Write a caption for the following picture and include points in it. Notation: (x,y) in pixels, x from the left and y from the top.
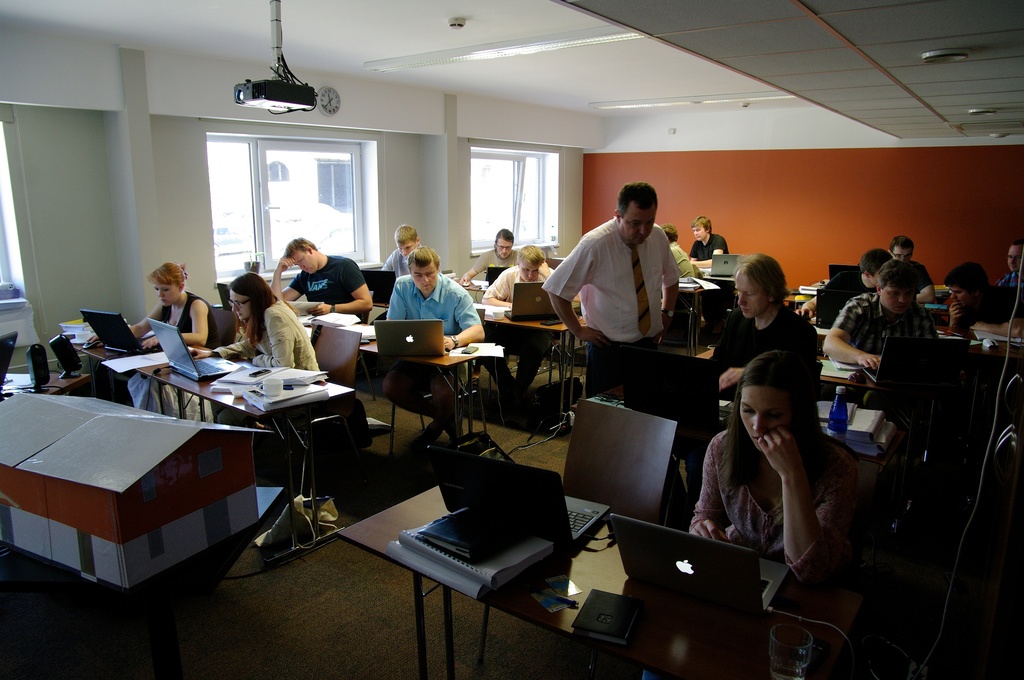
In this image we can see a group of persons (407,398). In front of the persons (434,391) we can see few objects (491,467) on the tables (245,407). Behind the persons (449,310) we can see the wall (436,241) and windows (549,237). At the top (560,74) we can see the roof (841,74), lights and a projector (259,88). On the left side (162,463), we can see few objects (29,505) on the tables (16,567).
